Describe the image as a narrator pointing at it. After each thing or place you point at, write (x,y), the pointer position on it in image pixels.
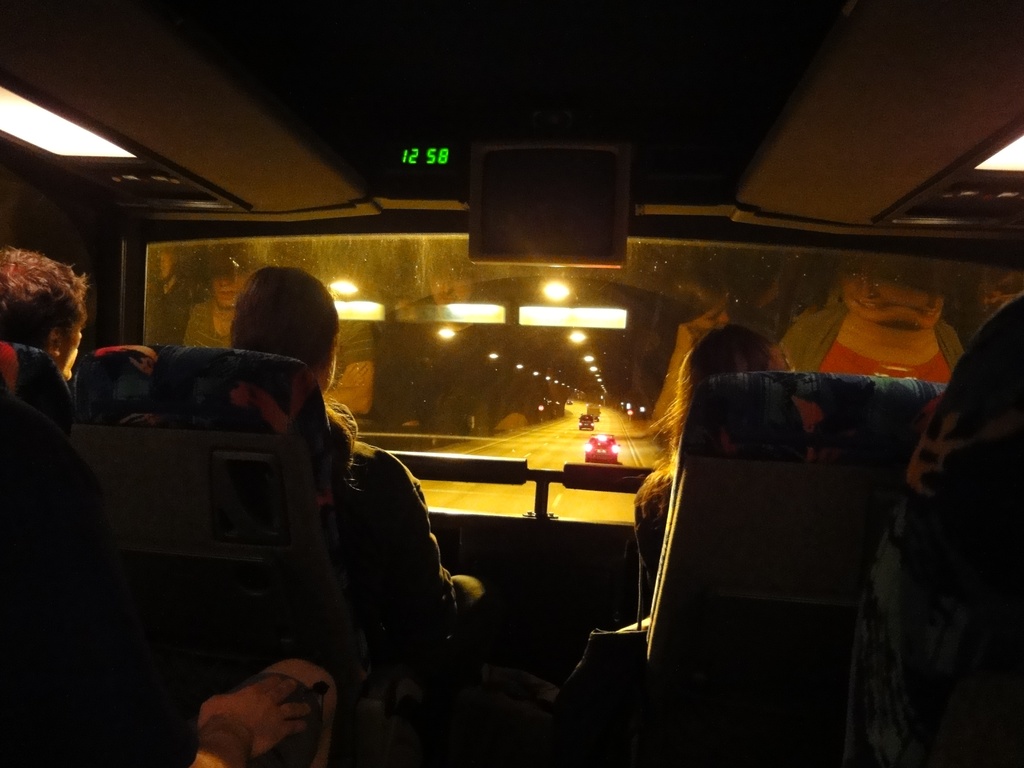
In this image I can see a vehicle (341,583). In the vehicle (275,255) I can see few persons (394,563) sitting, background I can see few lights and I can also see few vehicles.
